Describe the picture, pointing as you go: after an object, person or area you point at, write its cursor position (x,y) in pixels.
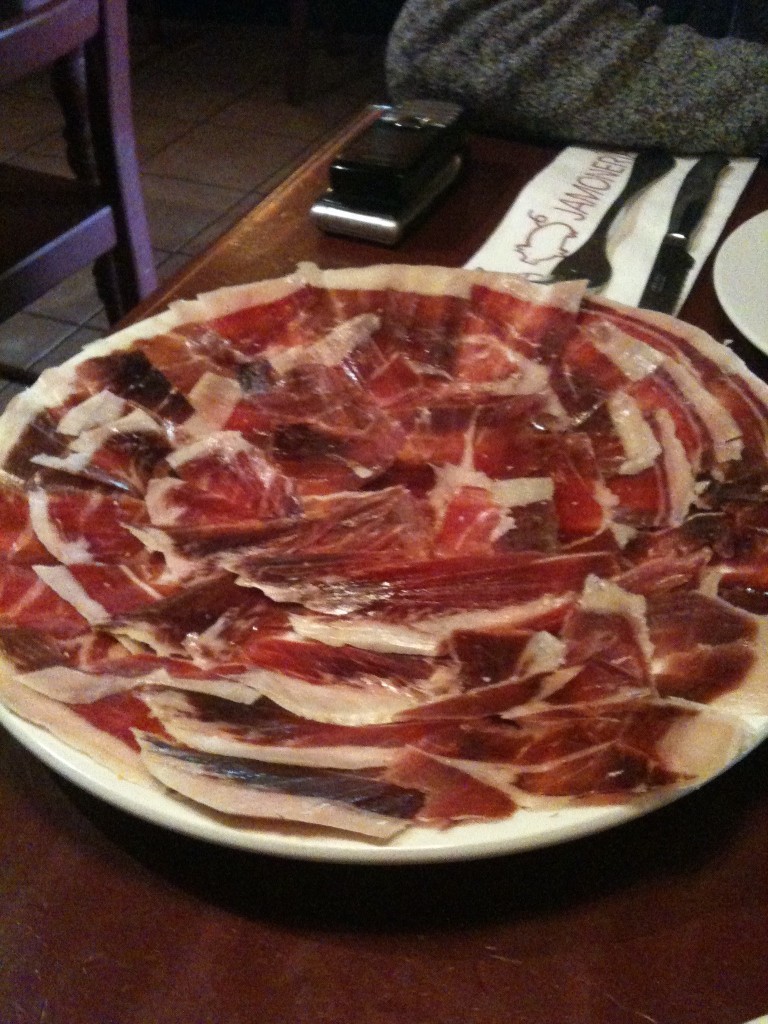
This is a table (246,955). This is a plate (467,837) with some food (458,655). These are knife (678,268), fork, cell phones (436,192) placed on the table (588,1009). This looks like a chair (72,164).
